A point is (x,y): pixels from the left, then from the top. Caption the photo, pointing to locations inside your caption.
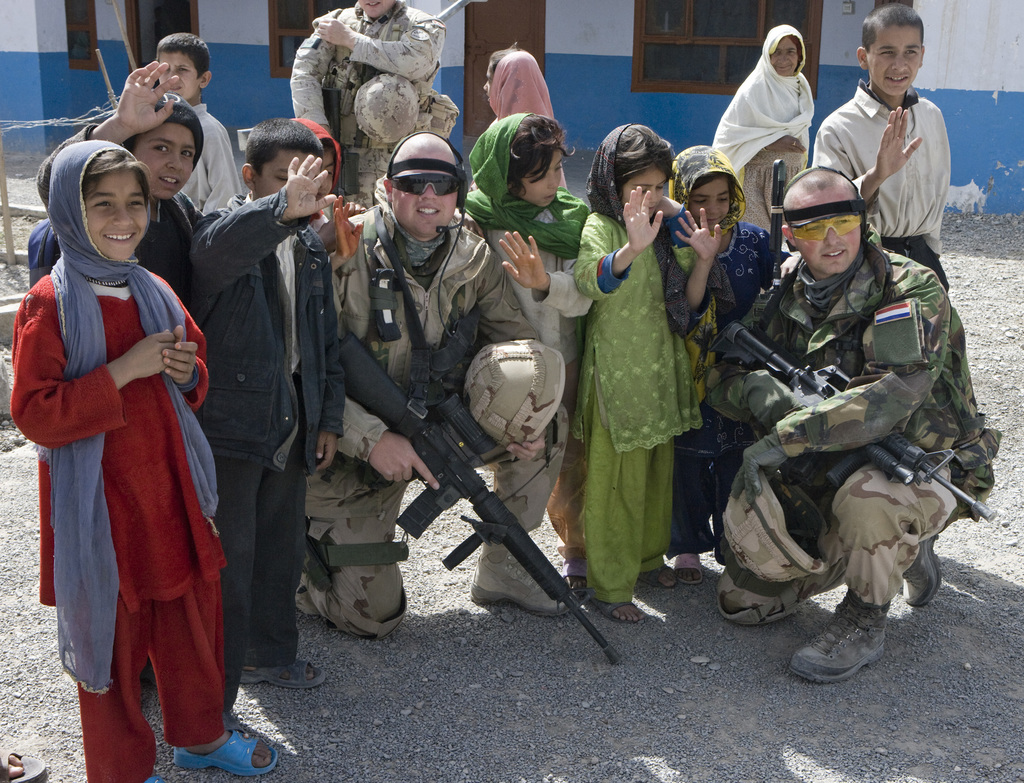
In the foreground of this image (563,495), there are people (380,436) standing and squatting where three men (468,321) are holding guns (474,435) and carrying helmet (496,393). In the background (676,32), there are windows (314,12), door (513,21) and the wall (575,47).
